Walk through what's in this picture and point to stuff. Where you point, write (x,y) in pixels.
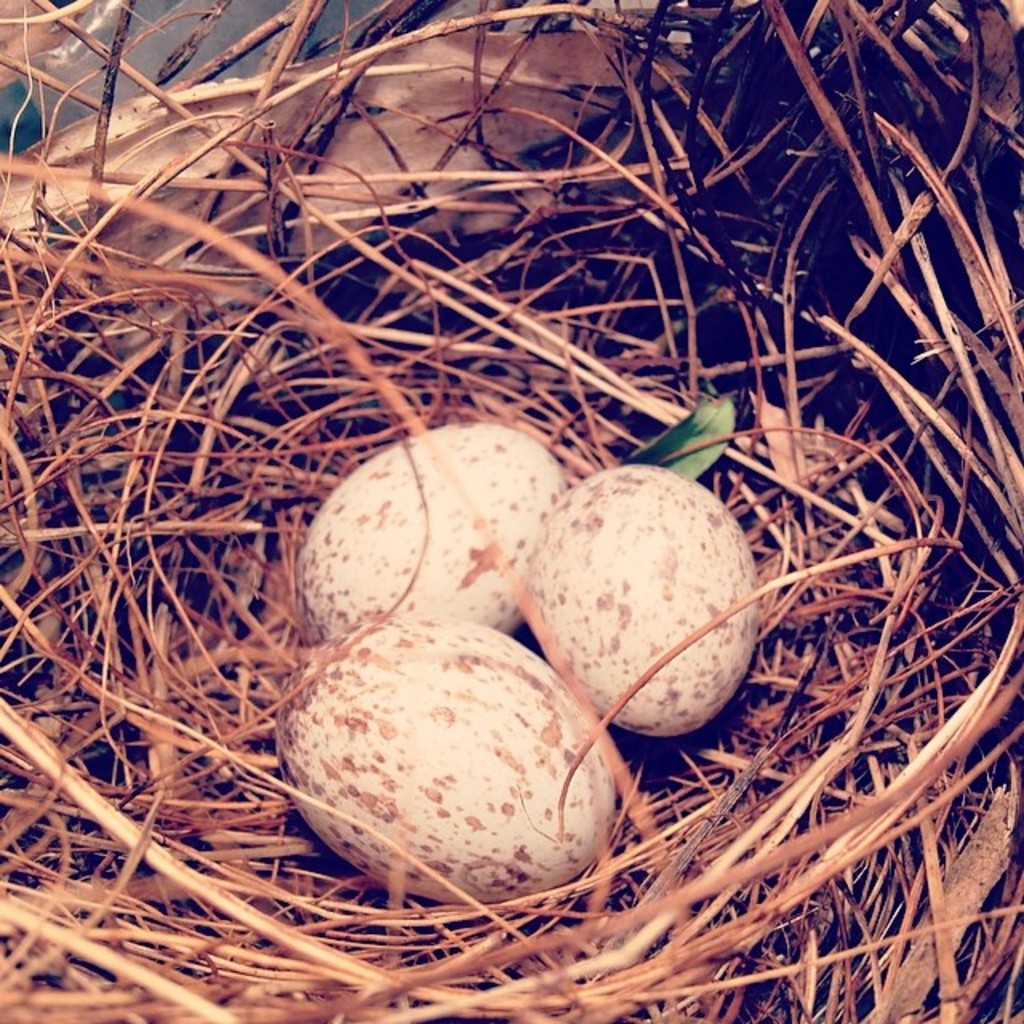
In this picture we can see there are three eggs (541,584) in the nest (214,435).
